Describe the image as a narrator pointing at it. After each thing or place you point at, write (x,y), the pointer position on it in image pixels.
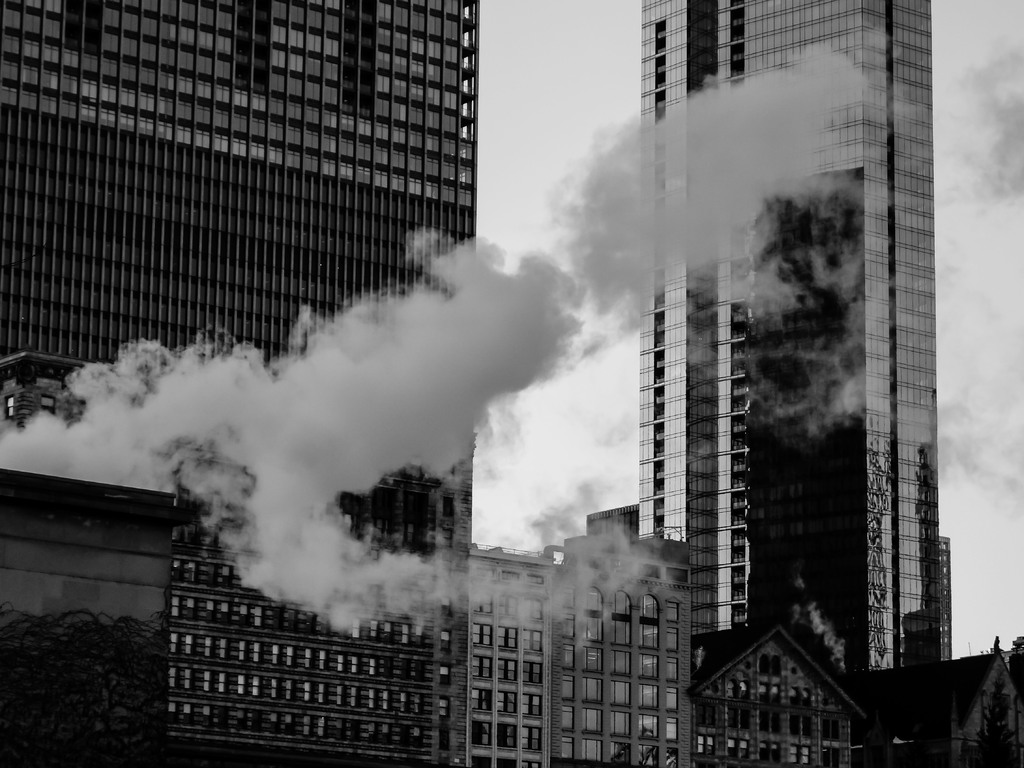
In the image we can see some buildings (237,295) and air pollution (111,476). Behind the building (941,556) there are some clouds (1022,84) in the sky (490,5).
